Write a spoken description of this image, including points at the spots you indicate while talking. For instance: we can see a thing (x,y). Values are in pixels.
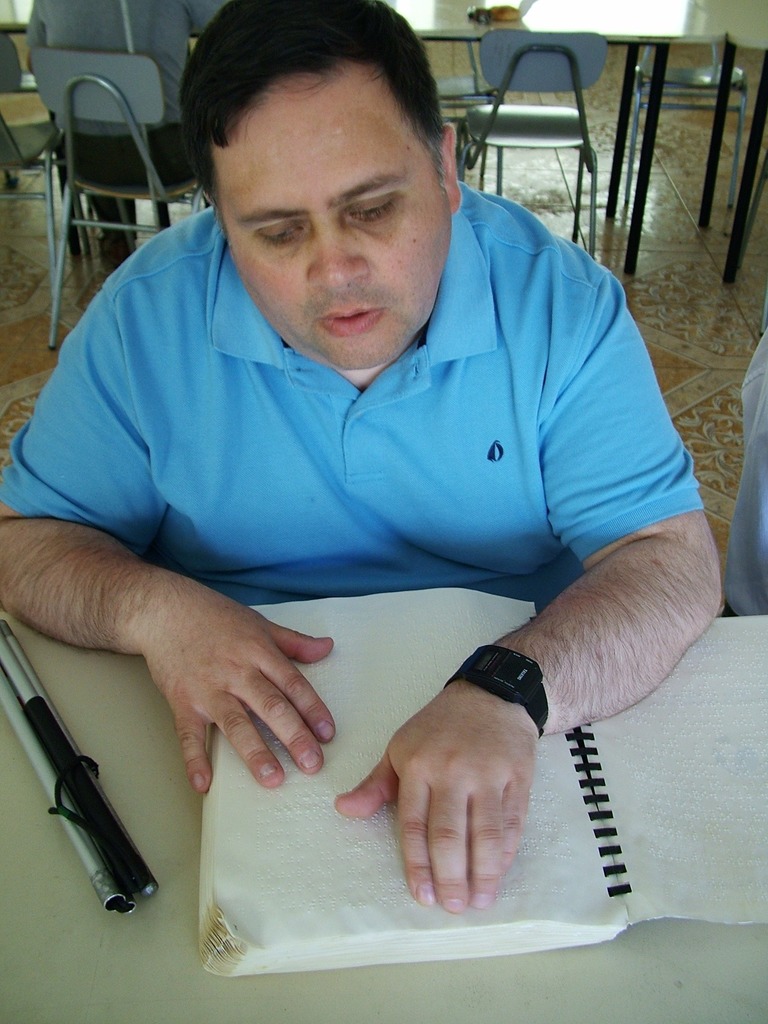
This image describes about a book (602,782) and stick (46,735) on the table (43,865), and we can see three people (323,235) are seated on the chair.
